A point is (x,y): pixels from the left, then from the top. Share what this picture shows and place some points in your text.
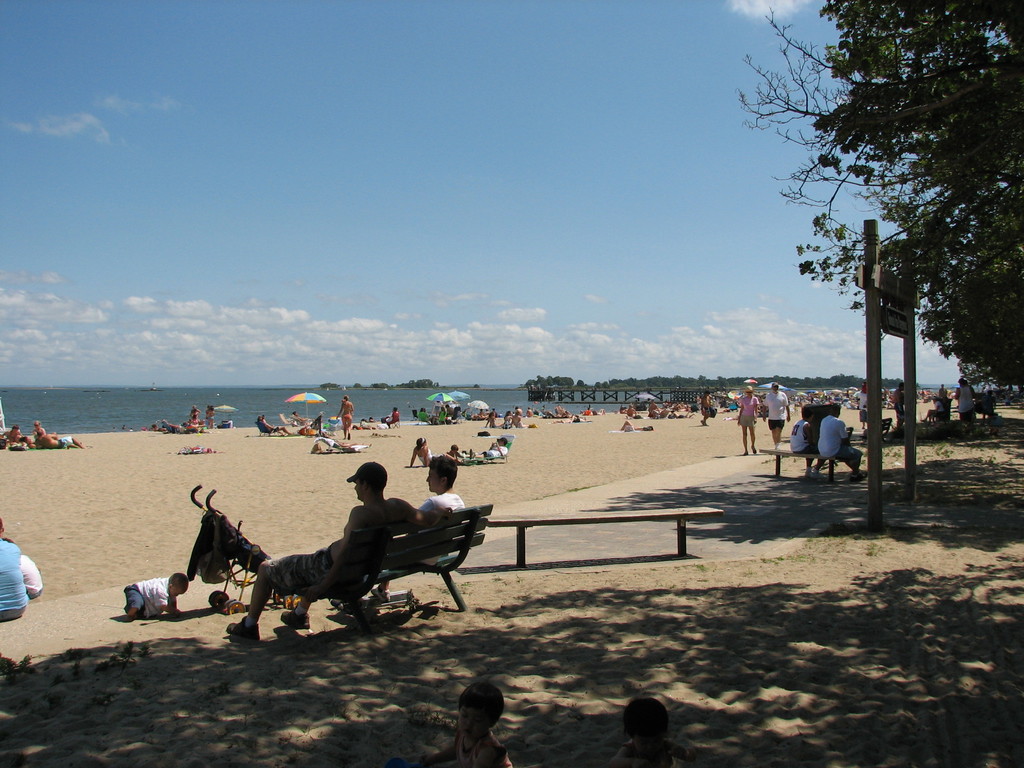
In this picture there are people (962,393), among them few people (833,426) sitting on benches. We can see sand (928,450), umbrellas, trees (927,271), water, board (900,316), wooden poles (878,407) and bridge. In the background of the image (590,268) we can see the sky (599,315) with clouds (521,340).
